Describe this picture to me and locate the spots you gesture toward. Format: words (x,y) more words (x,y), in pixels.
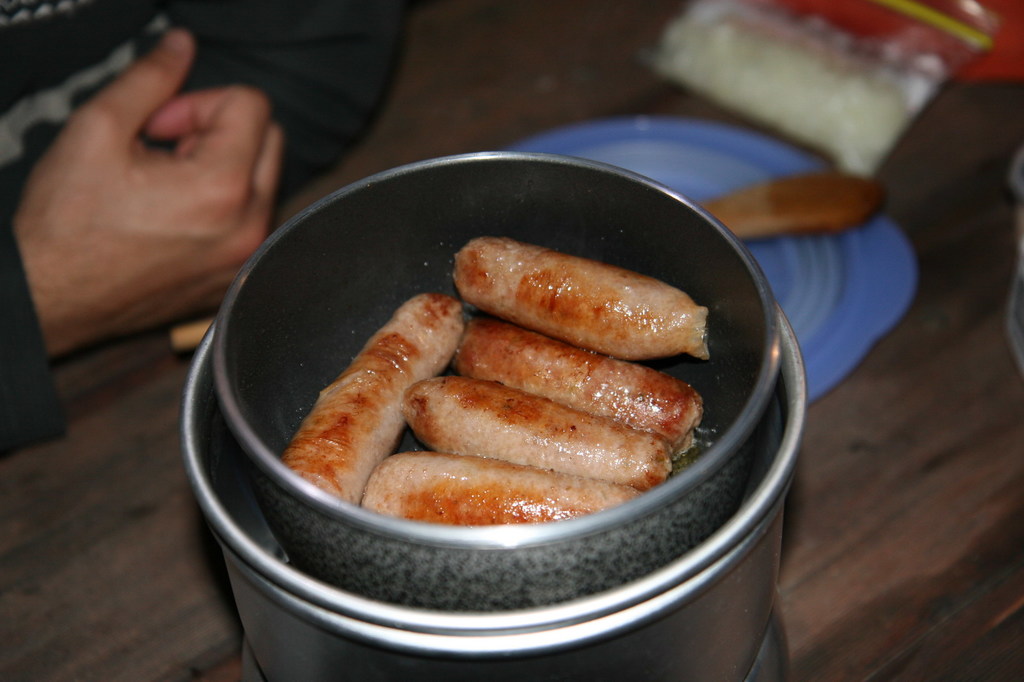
In this picture we can see some food (511,391) in a bowl (551,234). This bowl (541,224) is kept in a small container (409,656). There is a plate (664,150), wooden object (749,205), packet (839,21) and the hands (106,109) of a person (308,106) on a wooden table (826,516).
